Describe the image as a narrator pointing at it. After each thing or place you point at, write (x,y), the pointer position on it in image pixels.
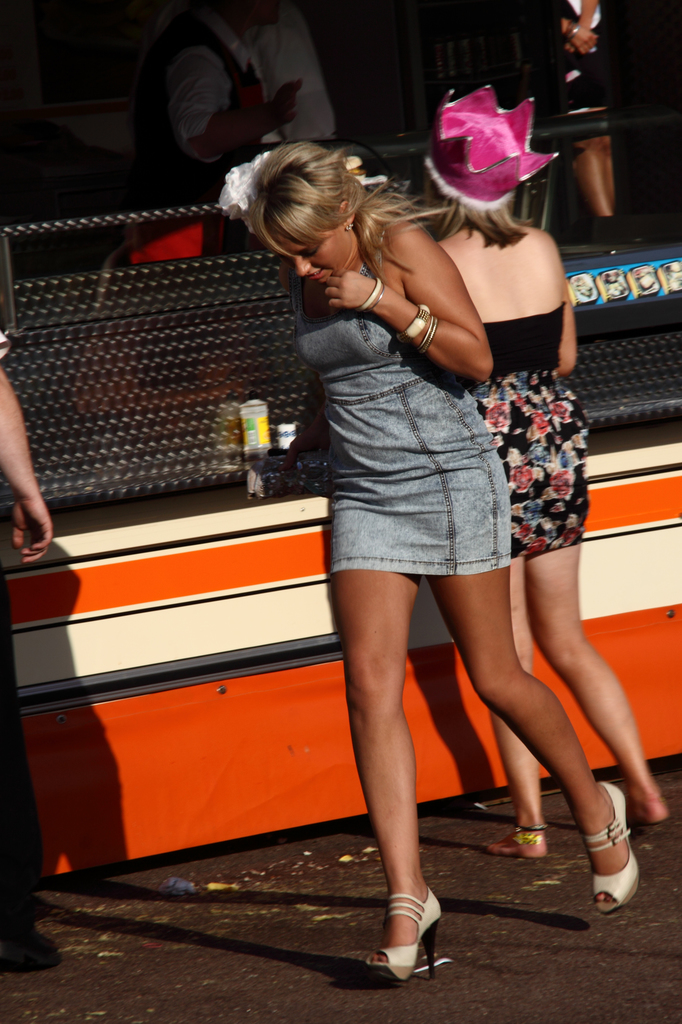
In this image we can see there are persons (370,301) walking on the ground (42,898). And at the back (213,337) the object (198,386) which looks like a box (414,121).
